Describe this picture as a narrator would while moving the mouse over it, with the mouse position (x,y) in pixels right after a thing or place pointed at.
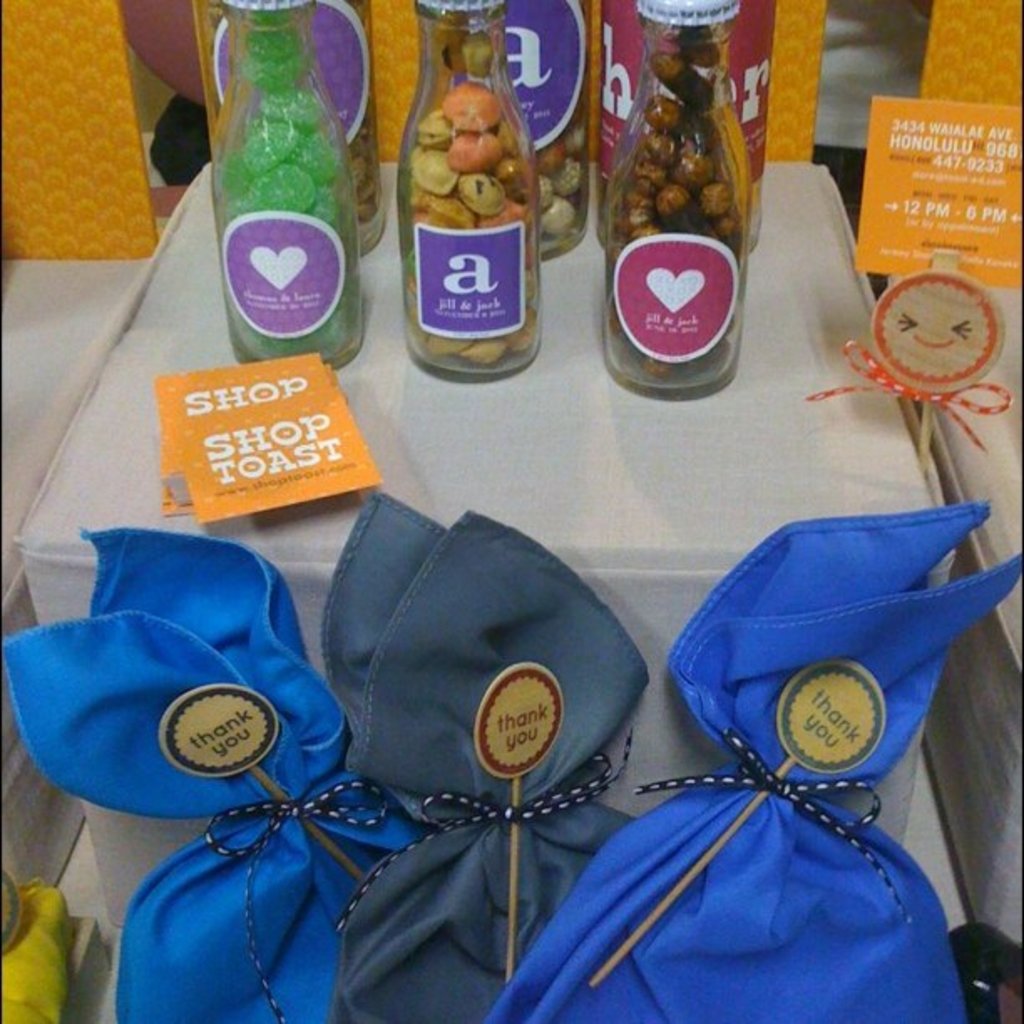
In this picture there is a table (995,755) covered by a white cloth (143,448) and there are three bags (857,924) and there are some bottles (271,257) kept on the table (809,491).
